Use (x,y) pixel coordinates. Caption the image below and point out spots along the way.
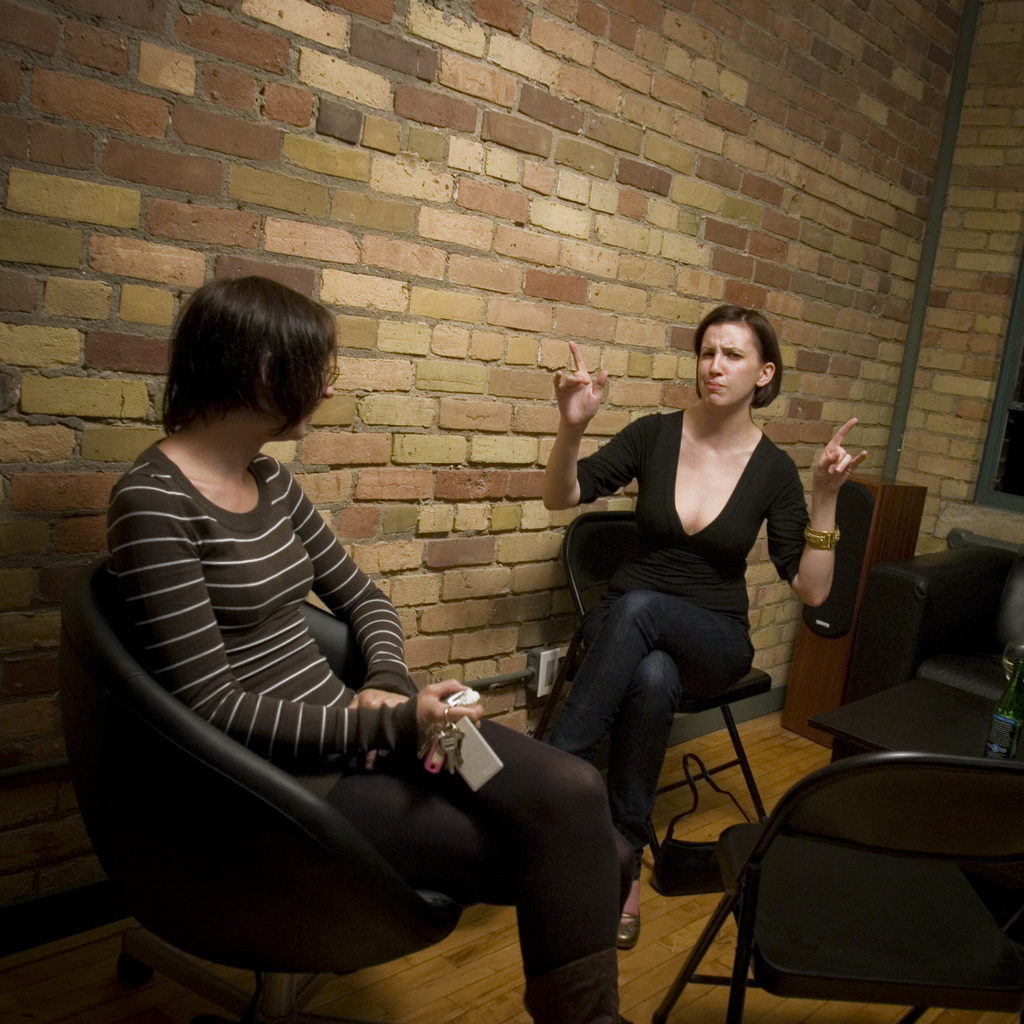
These two people (228,562) are sitting on chairs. On this table (929,711) there is a bottle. This woman (334,751) is holding the keys (451,730). On wooden floor (679,807) there is a bag (690,857). This is speaker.
